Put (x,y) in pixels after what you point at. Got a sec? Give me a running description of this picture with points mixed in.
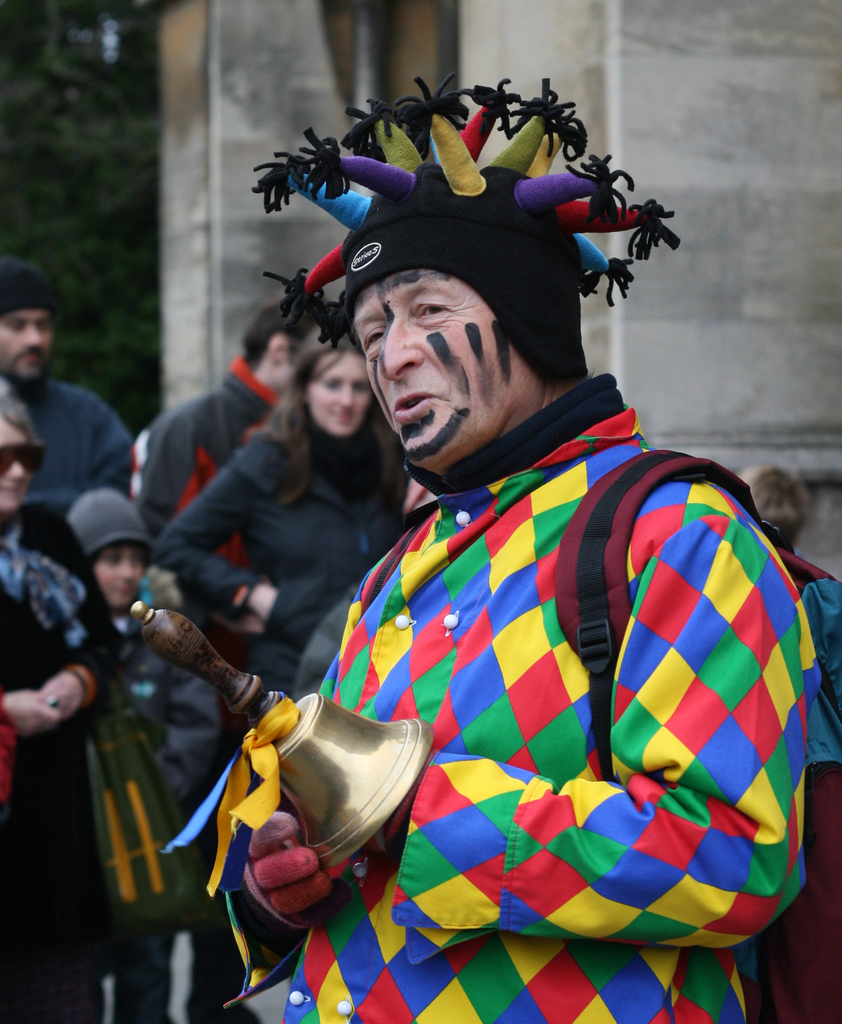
In this image we can see there is a person (459,567) standing in a different costume (458,693) and he is holding an object (355,765), behind him there are a few people (142,539) standing. In the background (267,109) there is a building (261,118) and trees (131,138).
